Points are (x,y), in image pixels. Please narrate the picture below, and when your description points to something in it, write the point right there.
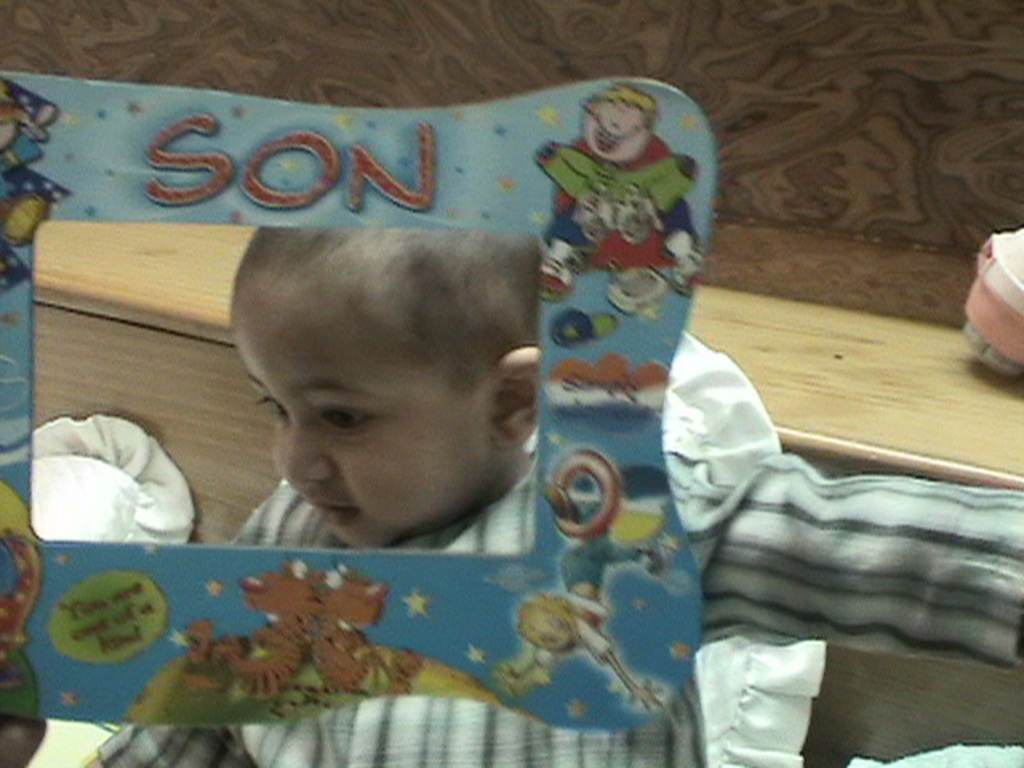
In the picture we can see a child (390,745) sitting near the wooden plank (978,428) and beside the child (277,348) we can see some pillow (772,736) and in front of the child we can see a frame (621,426) on it we can see written as SON and some cartoon pictures (304,618) on it.
